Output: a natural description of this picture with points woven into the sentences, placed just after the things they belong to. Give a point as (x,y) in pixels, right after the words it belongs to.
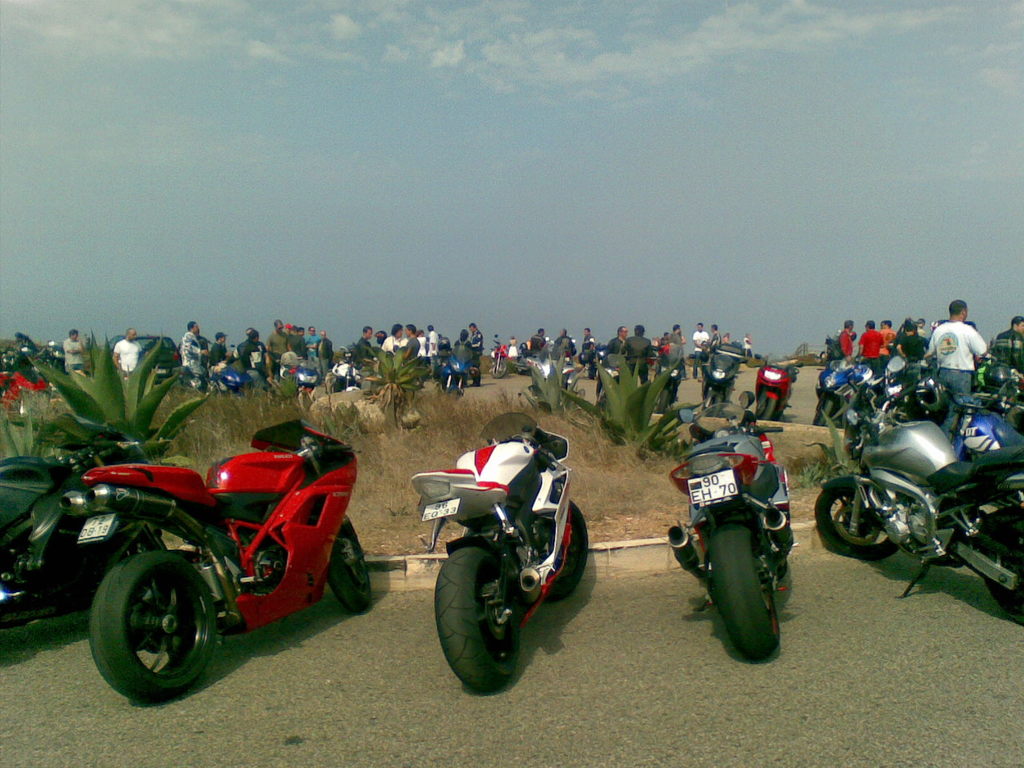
In this image we can see bike (975,414) parked on the road (982,595). Here we can see plants (104,397). In the background (847,349), we can see people (671,346) walking on the road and sky (518,172) with clouds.
